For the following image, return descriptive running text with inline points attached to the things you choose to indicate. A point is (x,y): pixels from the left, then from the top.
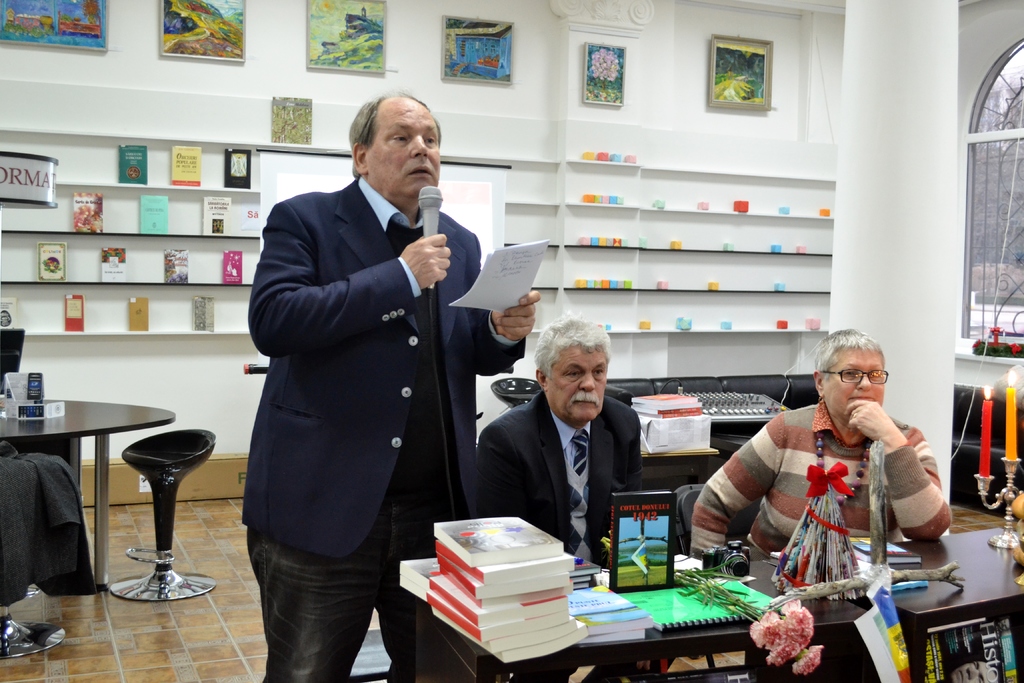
In this picture we can see a man (323,273) holding a paper (506,288), mic (431,202) with his hands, standing on the floor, two people (846,414) sitting on chairs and in front of them on the tables (966,589) we can see a camera (707,566), books (690,620), flowers (775,629), candle stand (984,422) and in the background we can see a sofa (618,388), chairs (176,434), table (103,414), books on shelves (182,236), frames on the wall (571,84), pillar (956,248), window (992,227), some objects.
